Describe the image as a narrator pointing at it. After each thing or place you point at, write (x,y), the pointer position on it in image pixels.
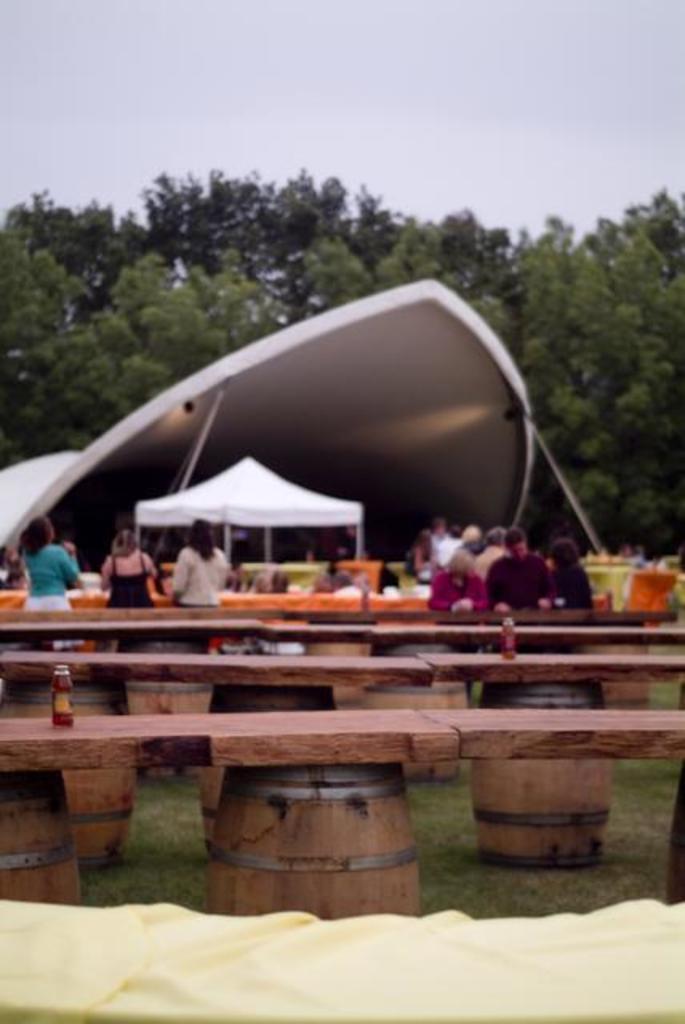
In this image I can see few bottles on the table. In the background (510,544) I can see few persons (510,544) standing.
